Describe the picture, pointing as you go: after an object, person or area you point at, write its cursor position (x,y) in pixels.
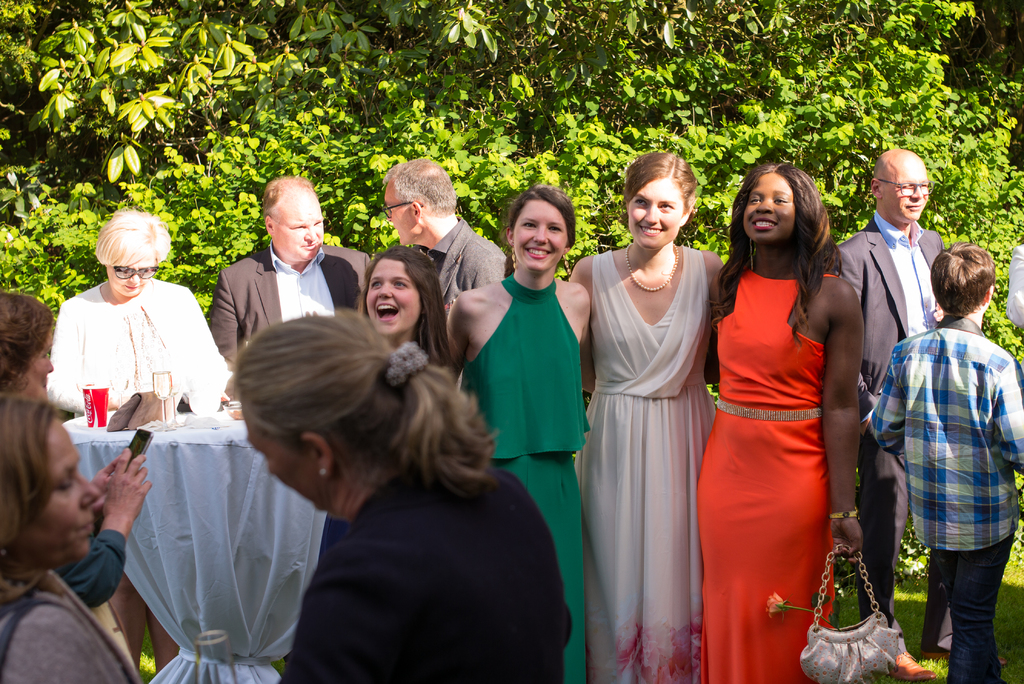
As we can see in the image are group of people (484,304) and trees (477,125). On the left side (190,511) there is a table (190,511). On table (181,425) there is white color cloth (177,442), tin (98,398) and glass (166,405). The woman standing on the left side (113,562) is holding a mobile phone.
